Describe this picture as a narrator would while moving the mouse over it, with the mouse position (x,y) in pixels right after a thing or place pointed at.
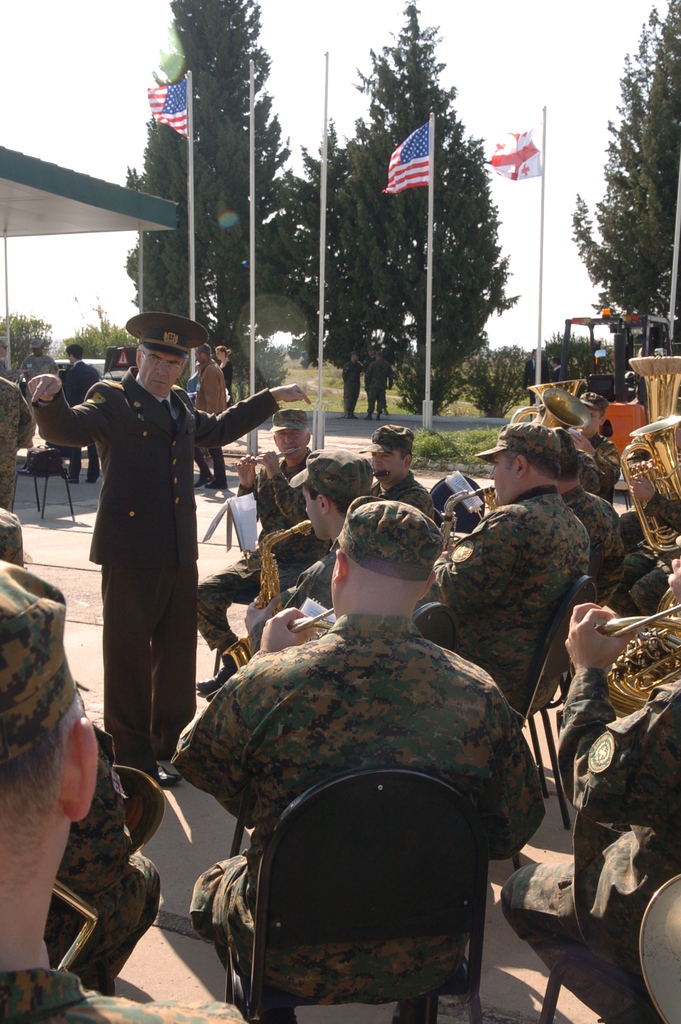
In this picture I can see there is a man (152,452) standing and he is wearing a coat (182,465) and there are few people (467,552) sitting in front of him, they are playing musical instruments (130,768) and there are few trees (327,185) on to left (211,179) and the sky (76,92) is clear.
